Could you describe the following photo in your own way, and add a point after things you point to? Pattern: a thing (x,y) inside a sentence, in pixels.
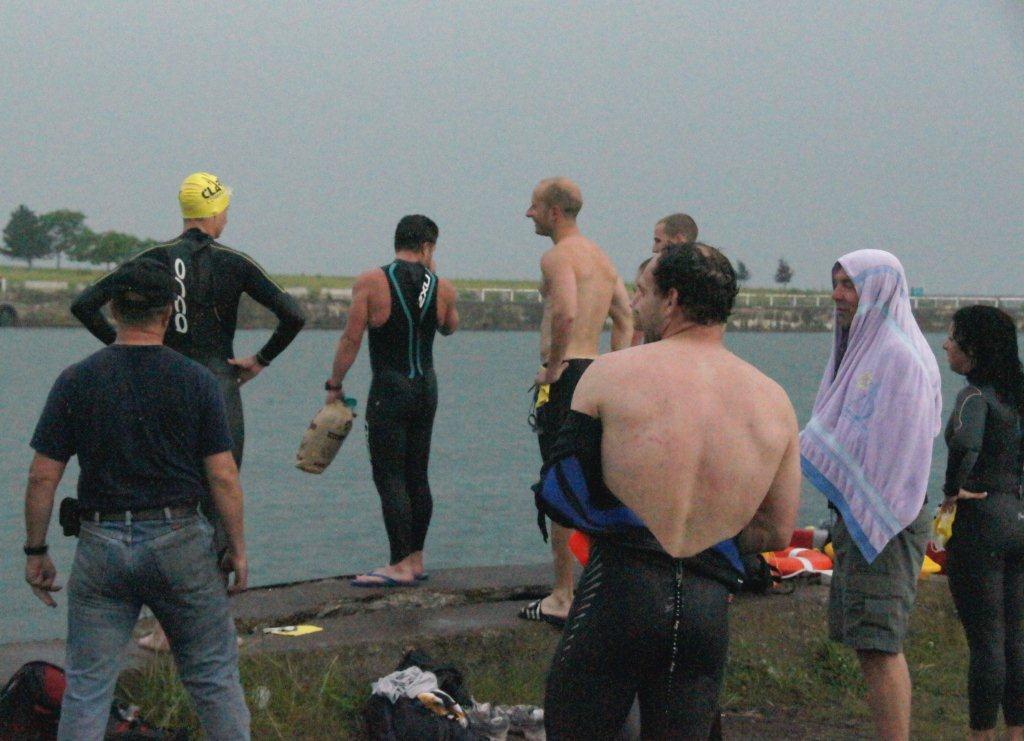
There are few (427,375) men and a woman (1003,631) on the right (986,623) are standing on the ground (954,727) and among them one man (412,362) is holding an object (314,457) in his hand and another person (897,580) covered his half body (914,417) with a towel (819,425). In the background (34,89) there is water (501,441), trees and sky (324,205). At the bottom (42,708) there are clothes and some other items (43,726) on the ground (252,677).
